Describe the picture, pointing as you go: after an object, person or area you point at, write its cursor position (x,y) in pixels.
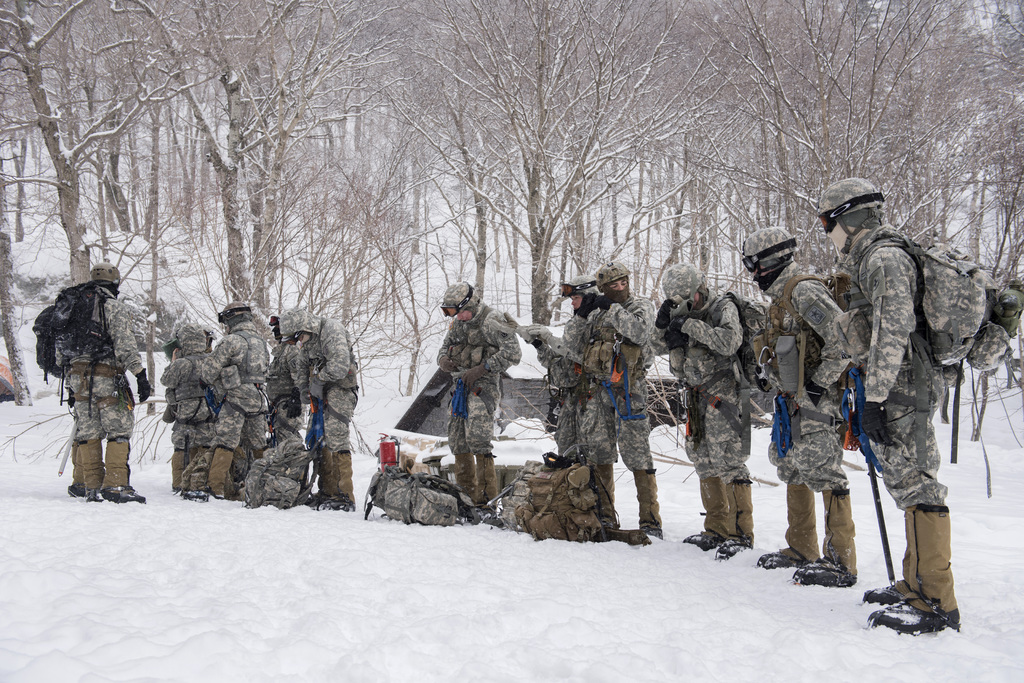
In this image I can see a group of people (317,359) are standing on the snow (629,567) and bags (529,511). In the background (212,244) I can see trees (533,252) and the sky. This image is taken on the snow mountain (21,301) during a day.
